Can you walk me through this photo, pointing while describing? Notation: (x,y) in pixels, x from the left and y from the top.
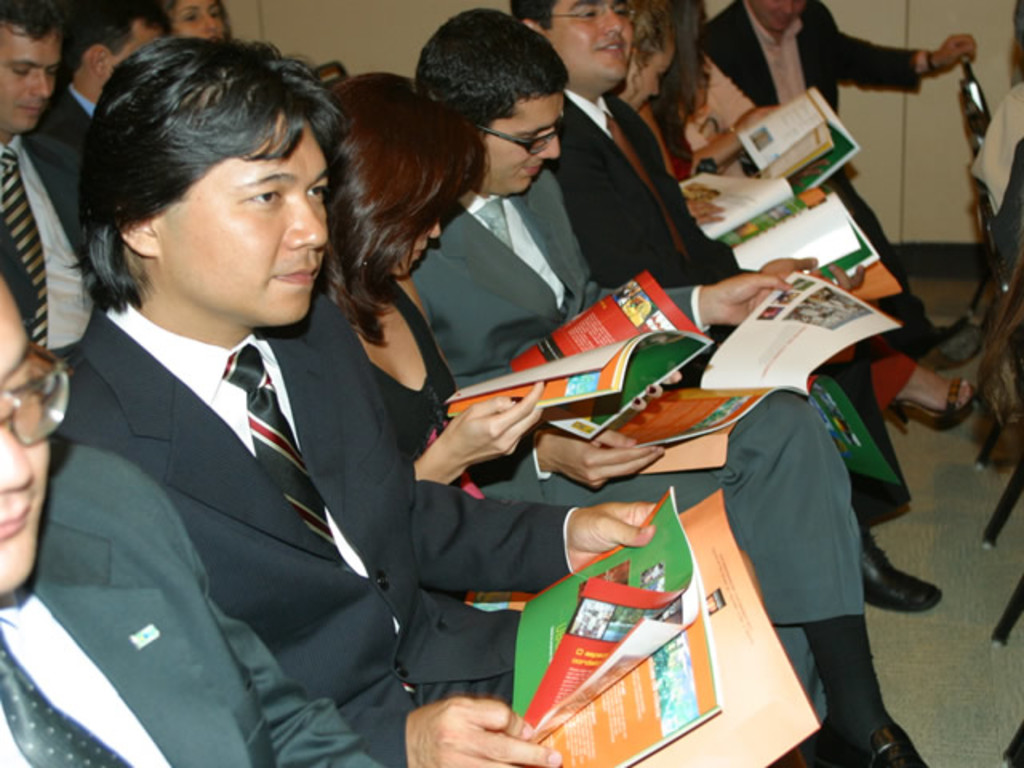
In this picture we can see a group of people (377,394) sitting on chairs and some people (345,524) are holding books (618,344). Behind the people (456,181) there is a wall (327,29).
